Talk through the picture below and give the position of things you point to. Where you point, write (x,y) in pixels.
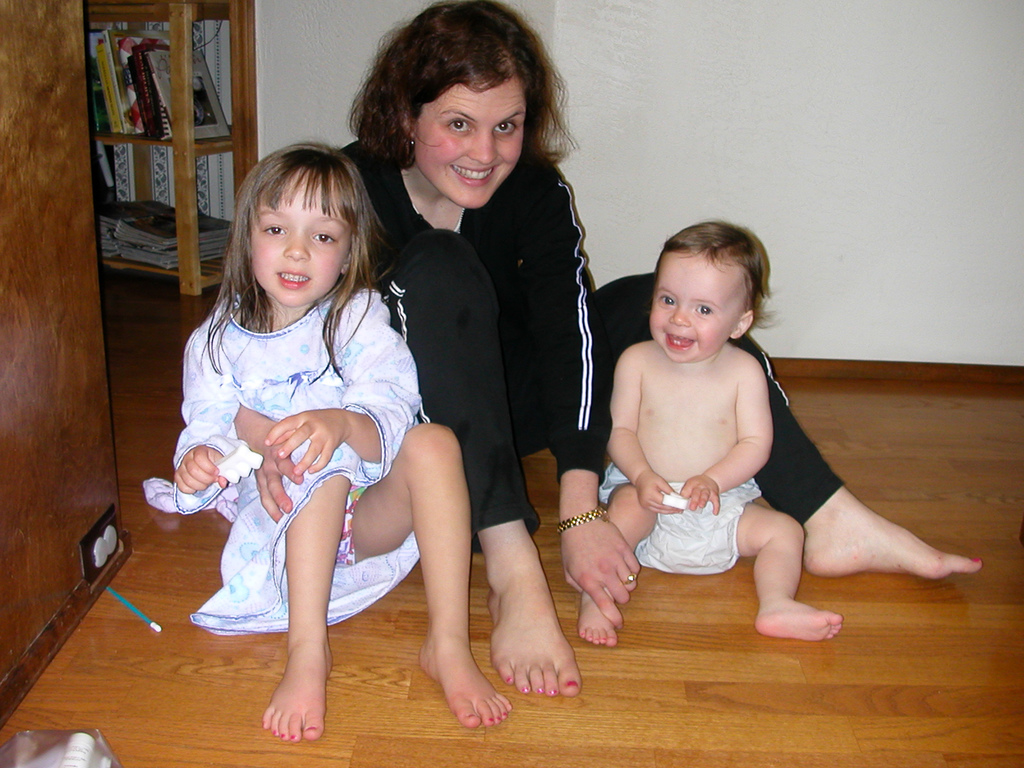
In this image I can see few people (293,572) and the baby (627,370) is sitting on the brown color floor (779,678). I can see few books (135,56) in the wooden rack (193,140). I can see the wall (864,45) and few objects (145,490).
